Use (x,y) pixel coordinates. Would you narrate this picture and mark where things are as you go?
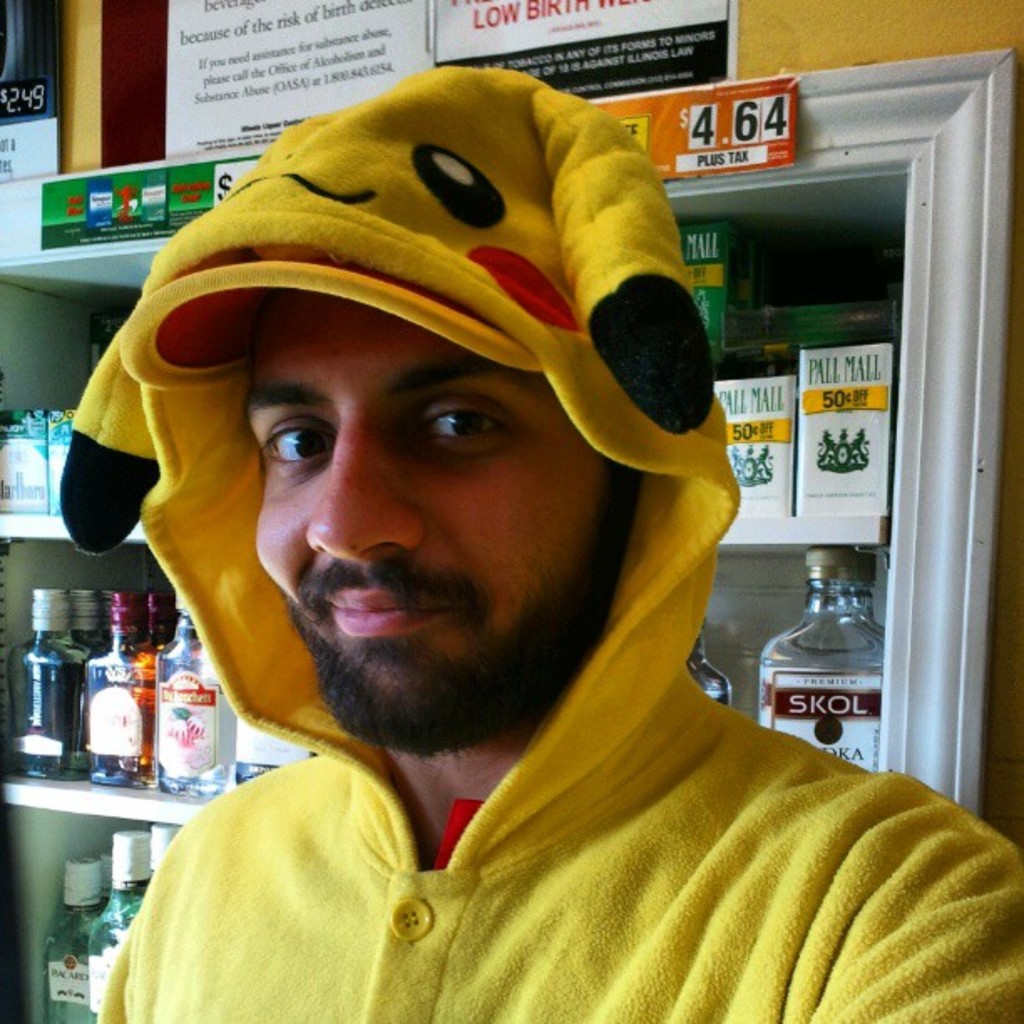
In this image I can see a man (435,824) standing wearing a jacket (458,914) with yellow color. At the background (71,680) we can see a racks (71,787) with a bottles (145,748).
